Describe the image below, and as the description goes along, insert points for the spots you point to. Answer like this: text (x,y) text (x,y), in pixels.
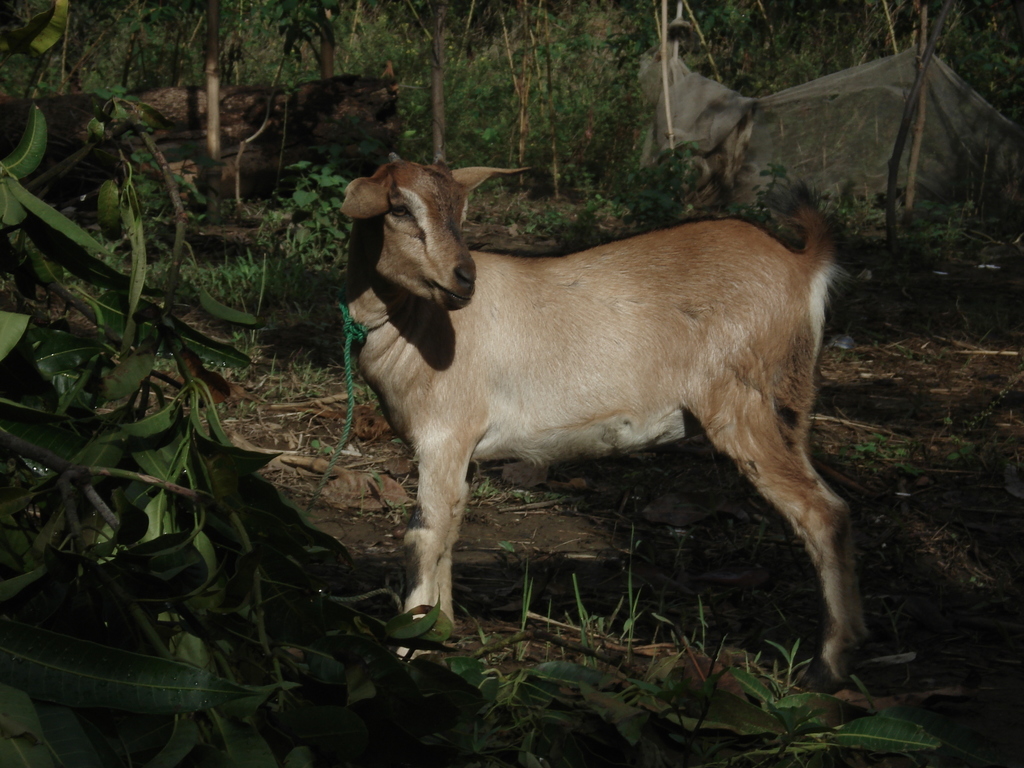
In this image I can see on the left side (183,452) there are leaves (172,436) of the trees (69,247). In the middle (662,382) it is a goat (638,382), on the right side (753,181) there is a net (843,117). At the back side (440,87) there are trees (322,76), at the bottom (596,618) there is grass (524,600) in this image.
